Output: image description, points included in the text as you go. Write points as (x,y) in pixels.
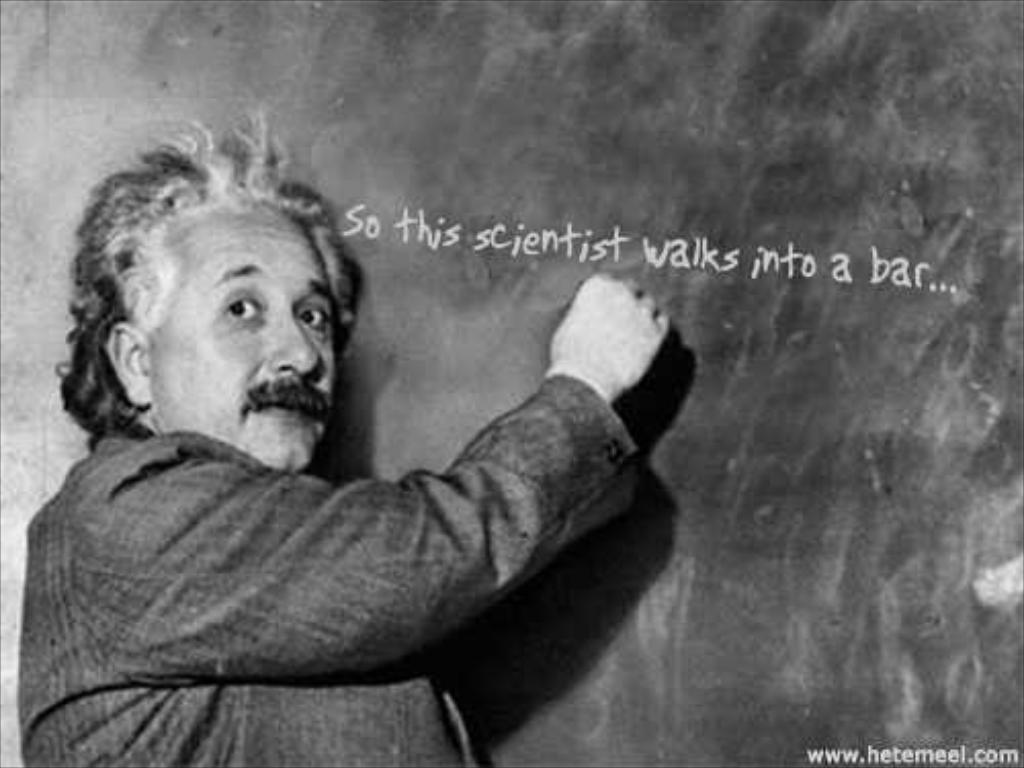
In this image I can see a person (297,254) writing text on black color board (506,272).
